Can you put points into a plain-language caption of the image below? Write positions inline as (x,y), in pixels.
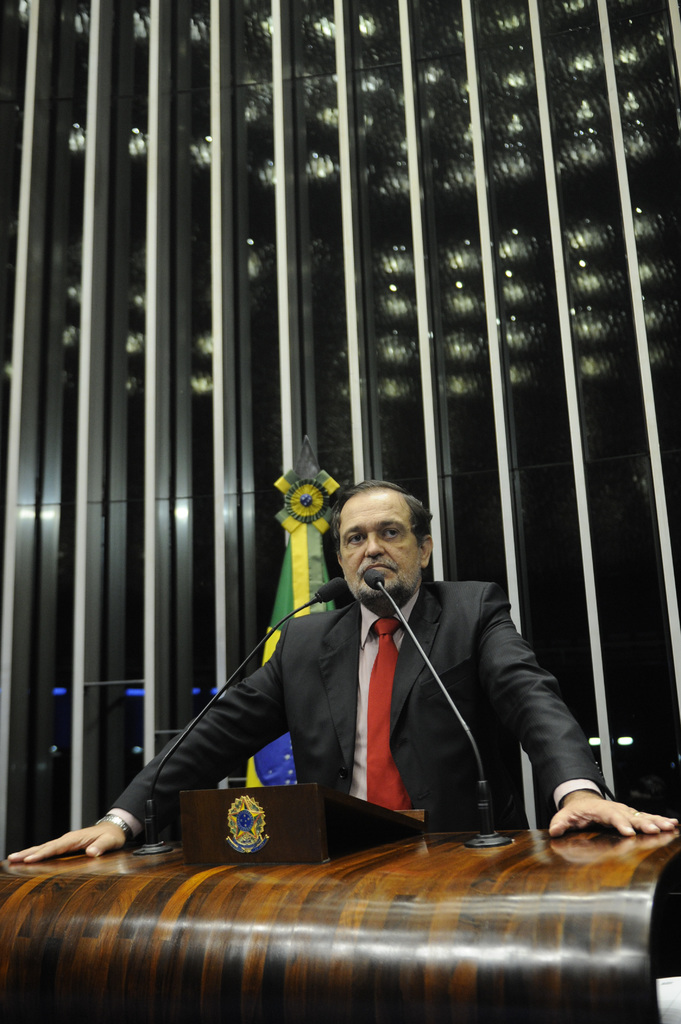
In this image there is a person (343,720) standing in front of a podium (285,1014), on the podium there are two mics (480,779) and some object (242,817), behind the person (295,661) there is a flag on the pillars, behind the pillars (159,398) there is a glass wall (389,270).
